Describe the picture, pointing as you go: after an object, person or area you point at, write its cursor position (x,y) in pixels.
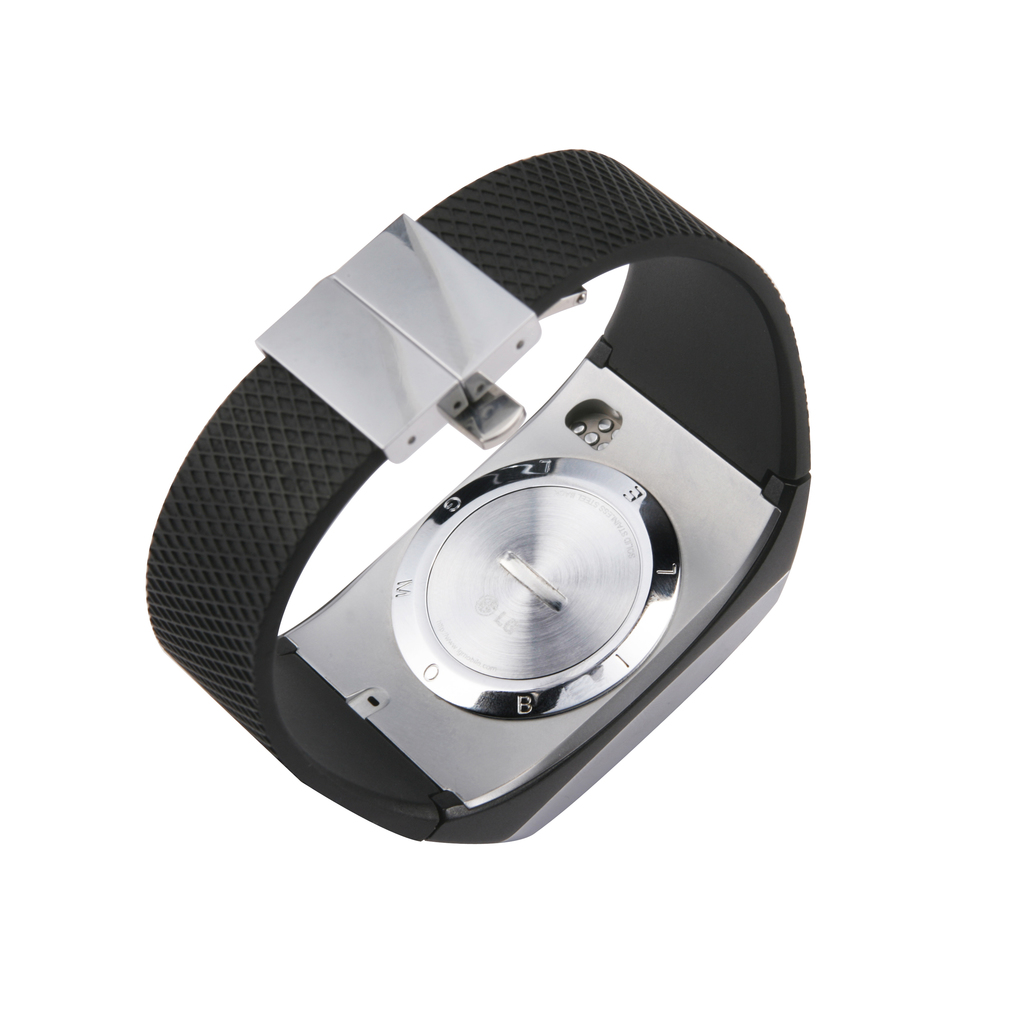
In this image, I can see a wrist watch (449,629). This is the strap (557,270), which is black in color. This looks like a case cover (498,601). The background (189,132) looks white in color.
